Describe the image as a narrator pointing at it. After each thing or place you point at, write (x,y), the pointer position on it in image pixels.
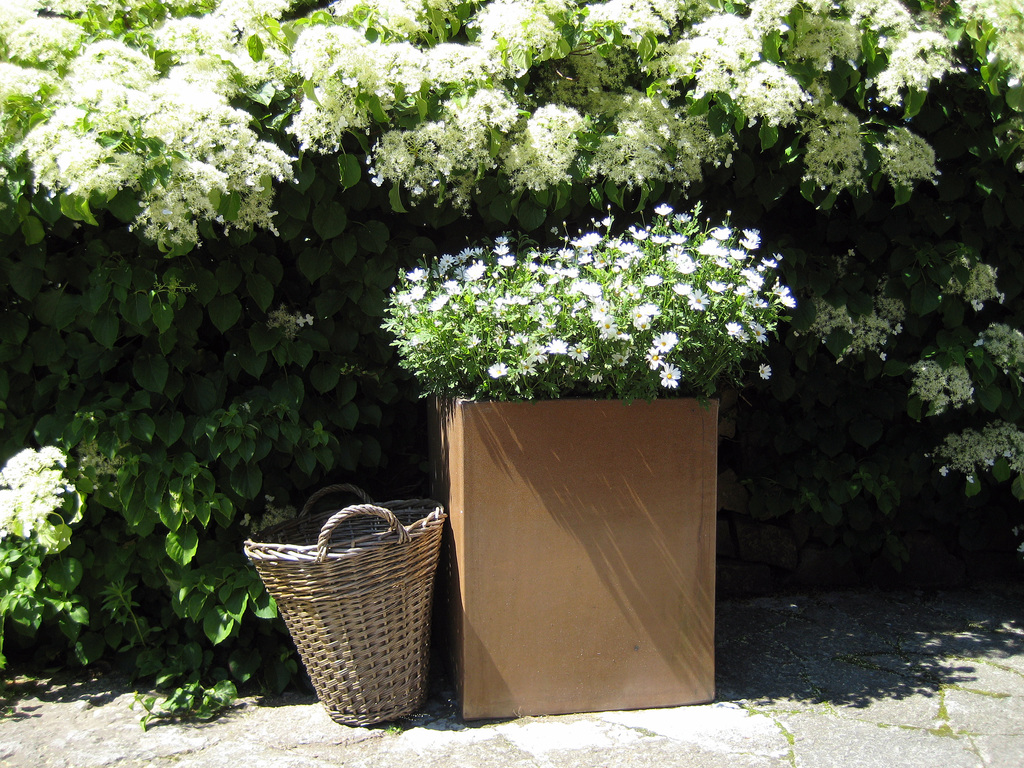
In this image we can see many plants (376,205). There are many flowers (637,317) in the image. There is a plant pot (553,611) and a basket (286,609) in the image.
